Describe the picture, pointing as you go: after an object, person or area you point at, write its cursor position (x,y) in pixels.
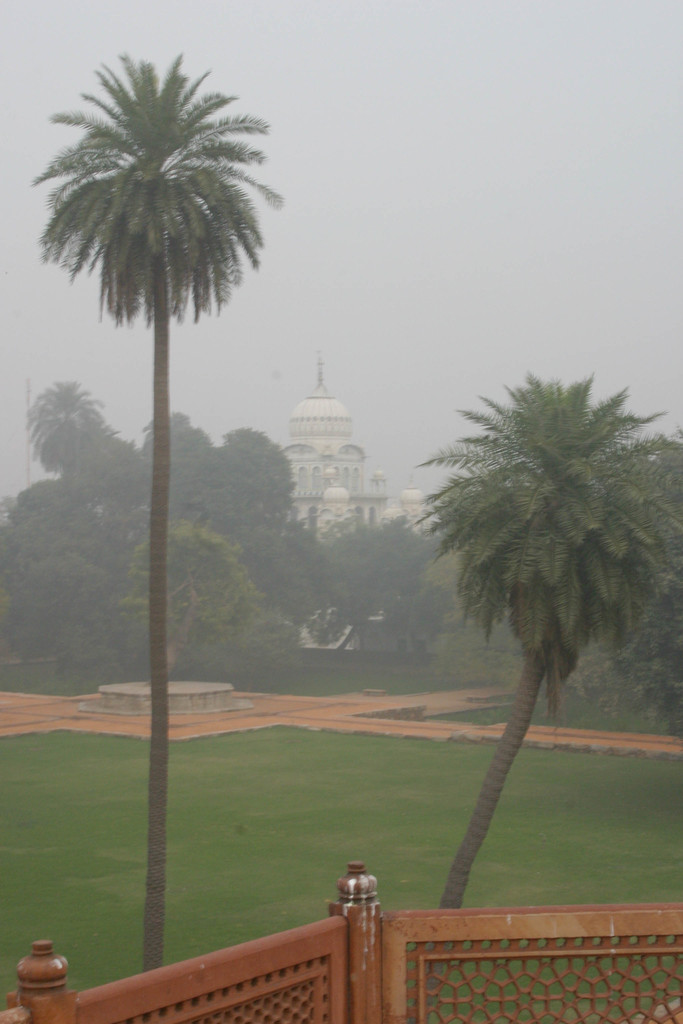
In this picture there is a building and there are trees (431,630). In the foreground (397,1000) there is a railing (352,989). At the top (422,175) there is sky (383,194). At the bottom (305,876) there is grass (411,845) and there is pavement (245,721).
